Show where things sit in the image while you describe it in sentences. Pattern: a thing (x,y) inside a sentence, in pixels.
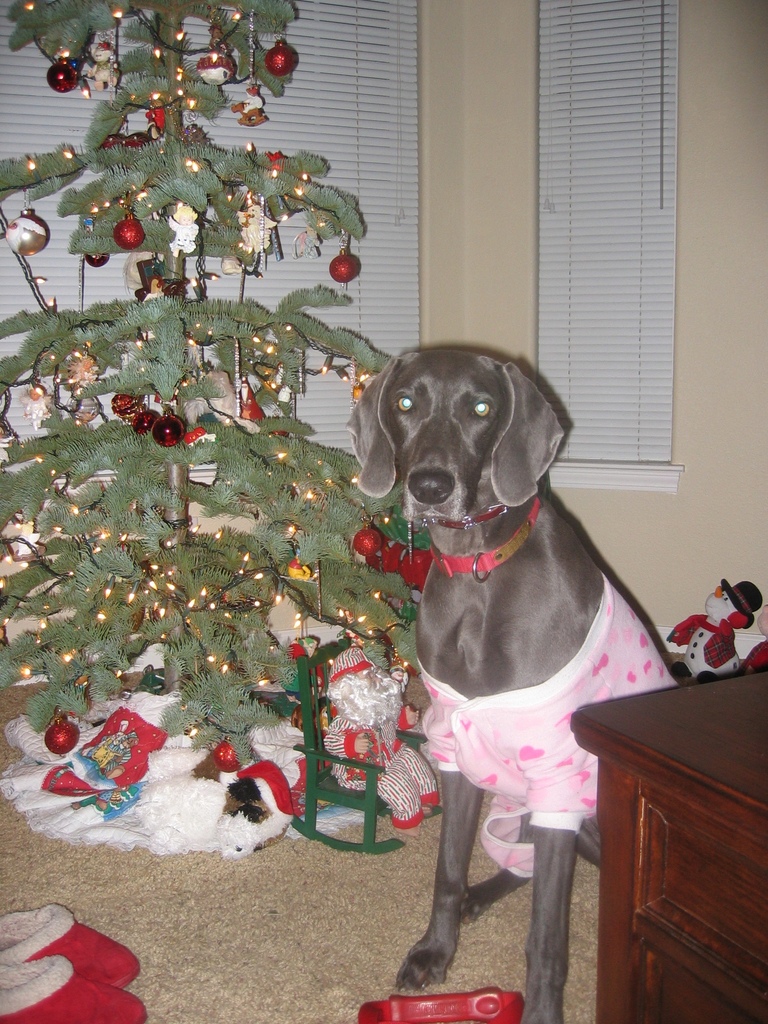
In this picture there is a dog (515,666) and a Christmas tree (210,732) beside him.
